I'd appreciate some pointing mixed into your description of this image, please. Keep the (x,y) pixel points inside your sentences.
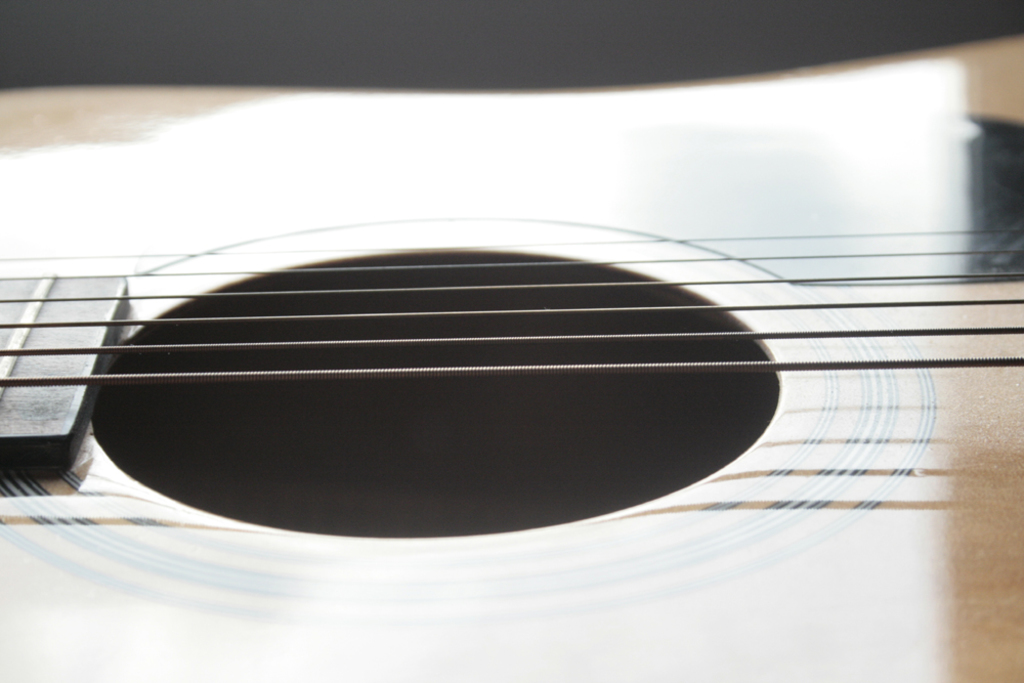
In this image we can see the strings (107,257) of a guitar (552,271).
